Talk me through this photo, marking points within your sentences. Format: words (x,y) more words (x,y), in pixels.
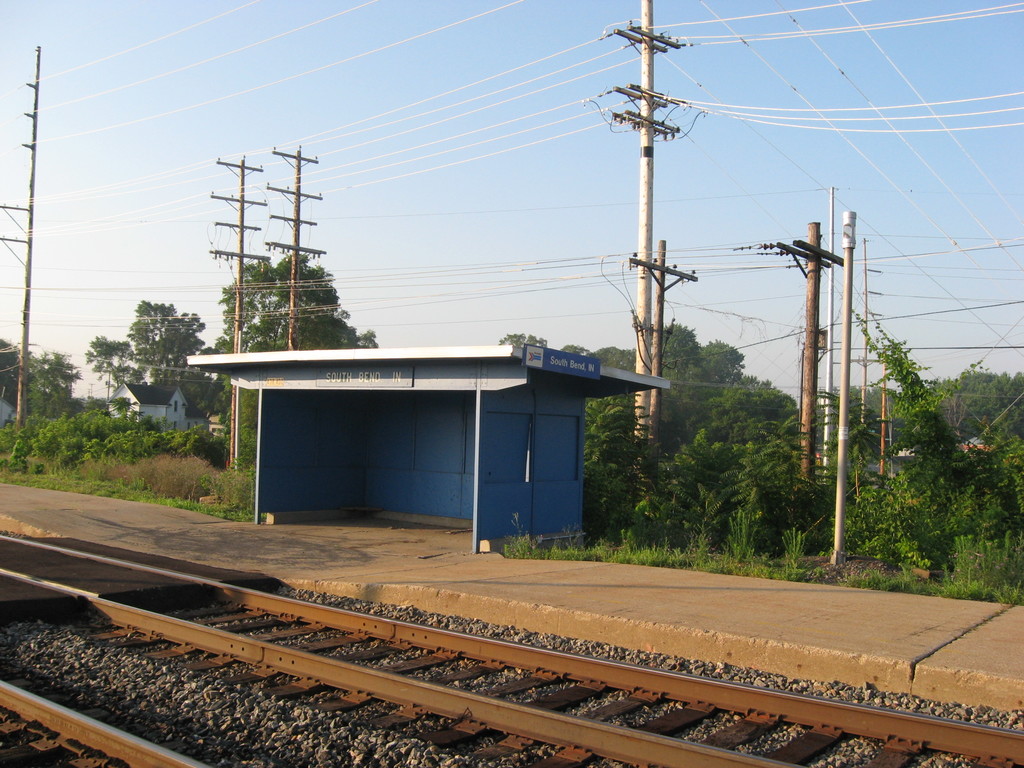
In this picture I can observe a railway station (396,558). There are railway tracks (274,630). I can observe some poles (20,411) and wires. There are trees (597,436) in this picture. In the background (281,126) there is a sky (374,133).
